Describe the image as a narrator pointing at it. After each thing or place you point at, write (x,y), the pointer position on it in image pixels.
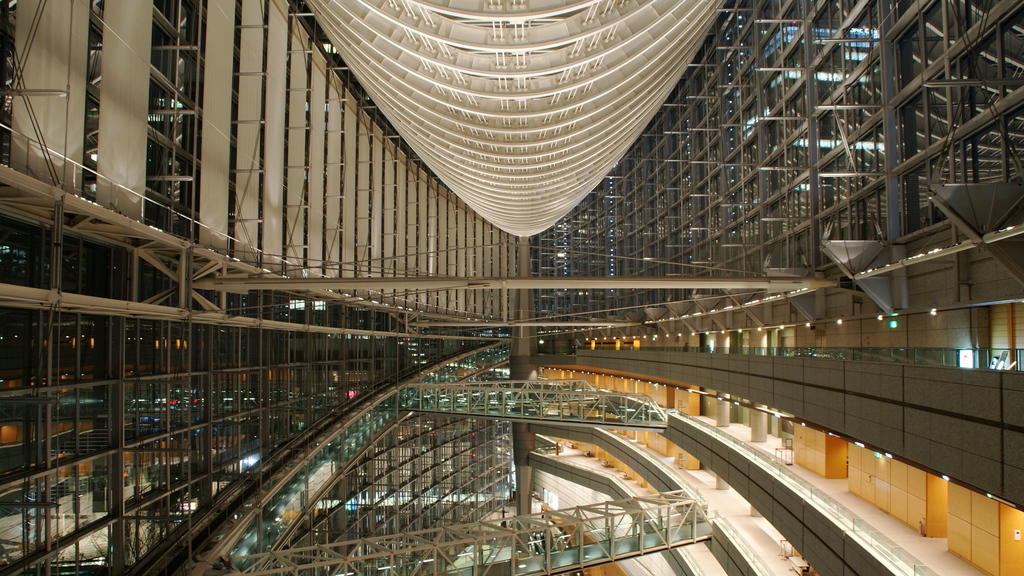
This is an inside view of a mall (339,400).
